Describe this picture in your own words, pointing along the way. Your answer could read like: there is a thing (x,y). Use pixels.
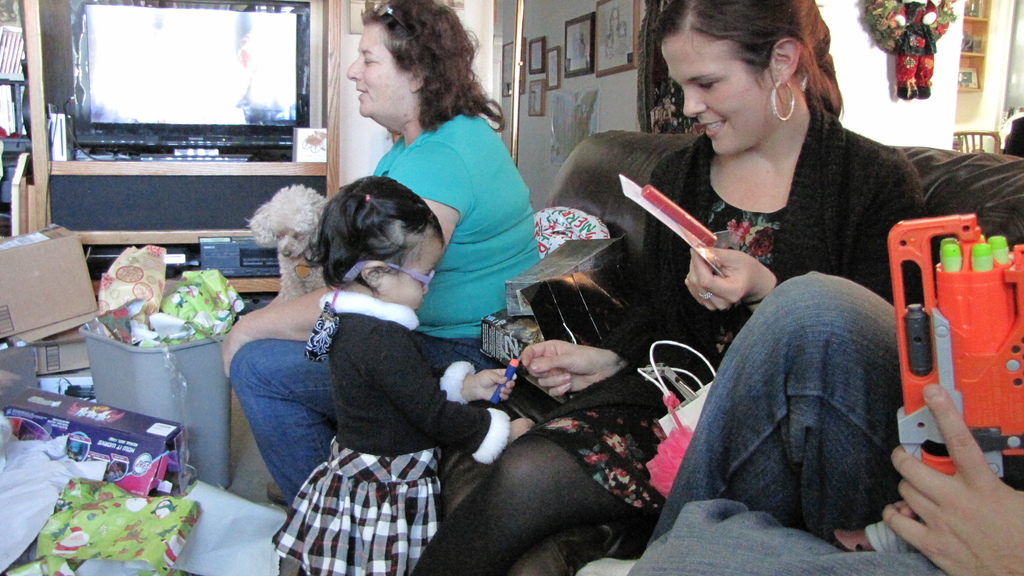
There are few people (639,336) sitting on the sofa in front of the television (103,59) and behind them there is a wall (874,71) and many frames (615,71) were attached to the wall (534,125), there are some objects (605,323) kept in between the people (830,425), in front of them there are many other things (142,320).
